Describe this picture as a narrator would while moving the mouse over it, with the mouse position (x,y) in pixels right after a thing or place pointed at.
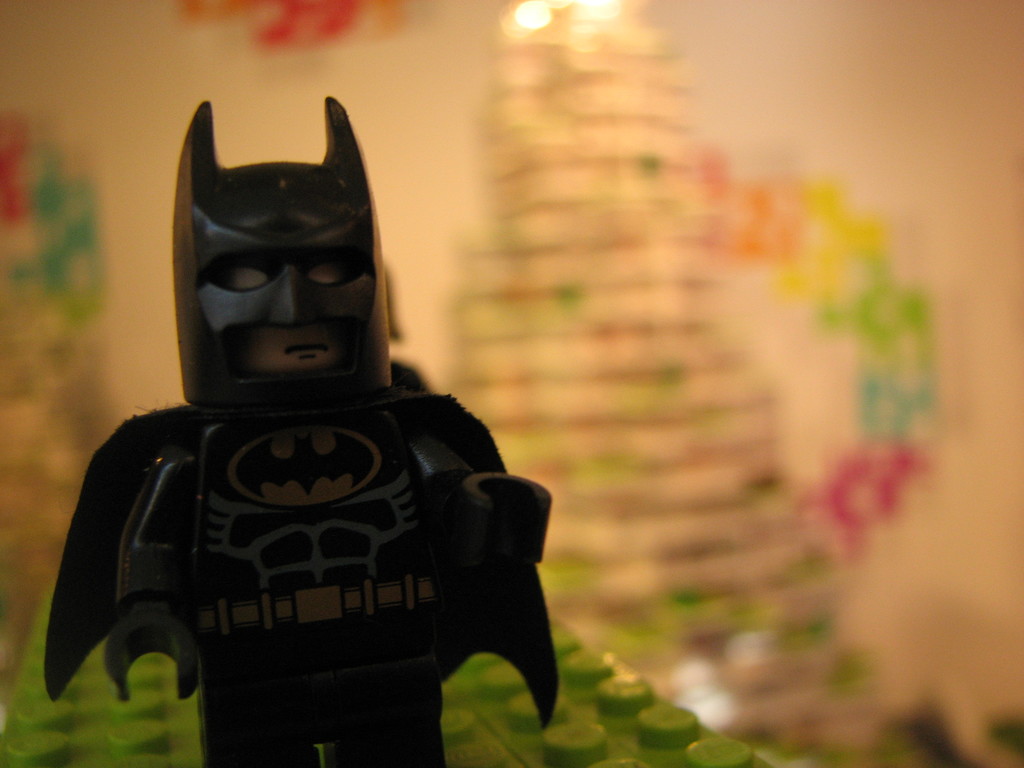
In this picture we can see a LEGO toy of a bat man (282,468), in the background (421,101) there is a wall (440,115), we can see a blurry background (440,93).
